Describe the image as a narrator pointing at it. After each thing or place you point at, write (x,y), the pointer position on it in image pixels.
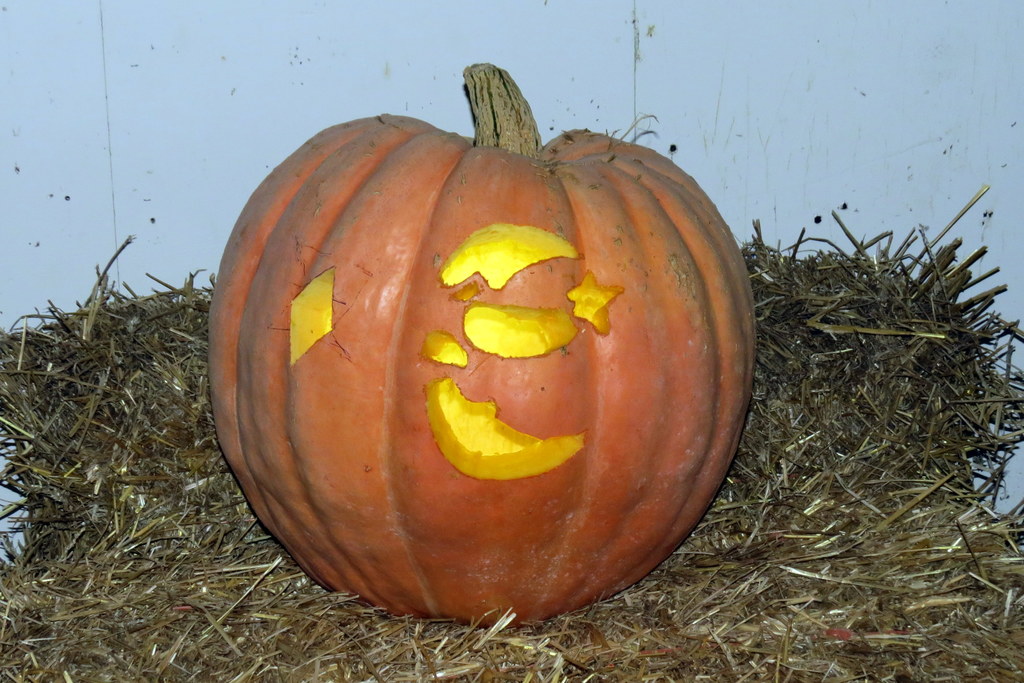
This is pumpkin (536,362), this is grass (846,544), this is white color.
